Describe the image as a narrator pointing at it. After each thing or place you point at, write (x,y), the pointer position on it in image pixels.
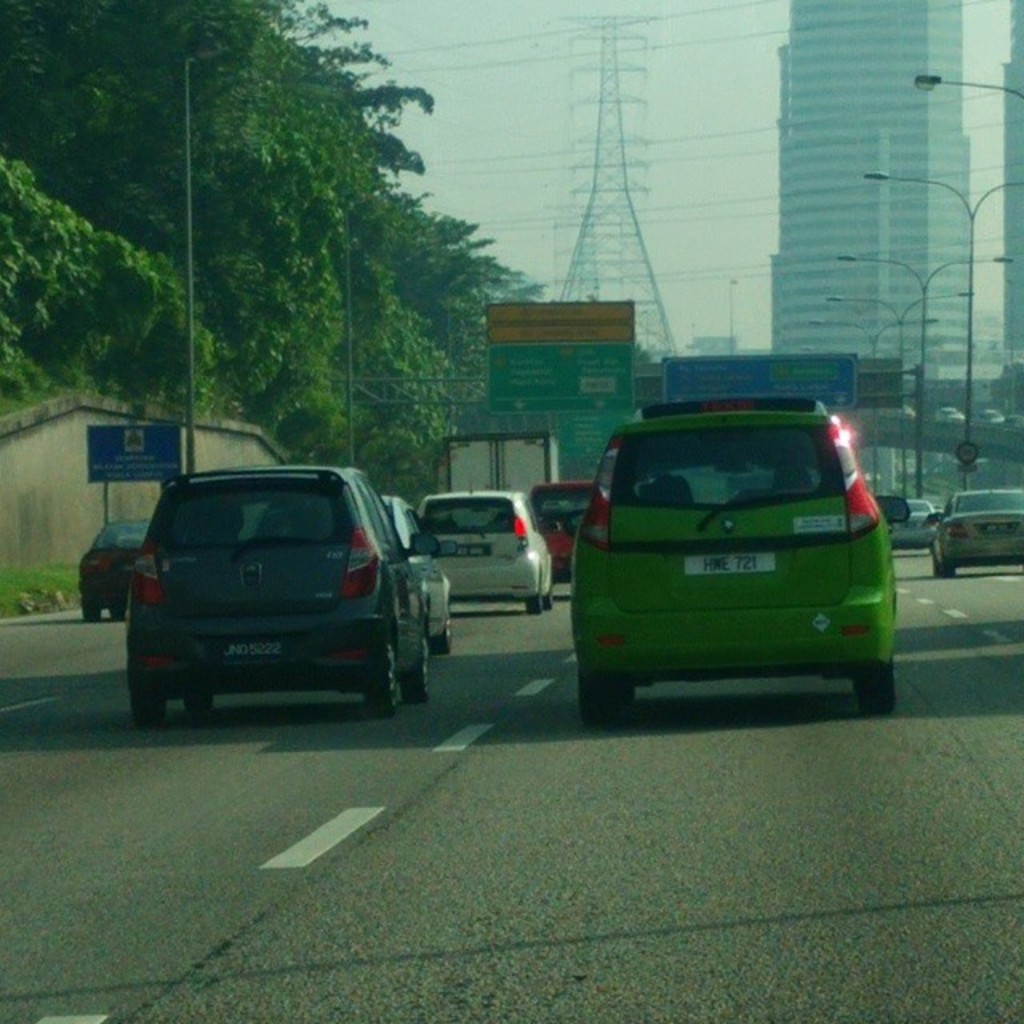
In this image, at the bottom (359,715) there are cars (794,591), road (404,826), board (129,480), grass (72,589). In the middle (533,351) there are trees (291,250), poles (957,295), street lights (1002,188), sign boards (599,357), tower (622,216), buildings (801,208), sky (754,155).
